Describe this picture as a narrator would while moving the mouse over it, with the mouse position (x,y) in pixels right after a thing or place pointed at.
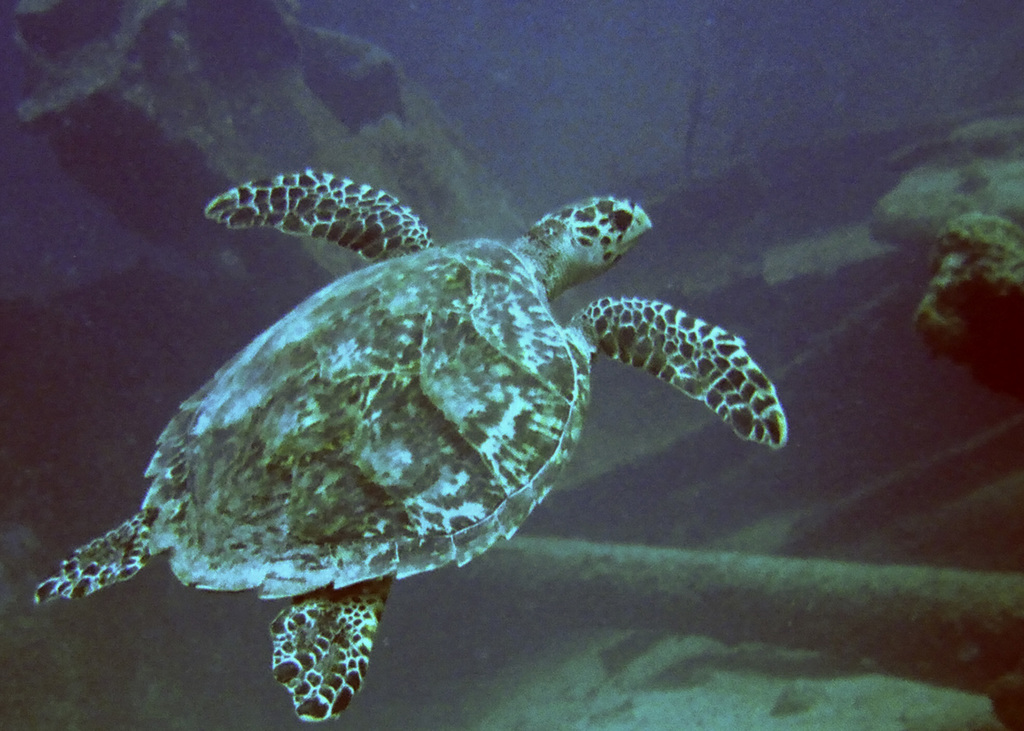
In the center of the image (506,361) we can see one tortoise (448,317) in the water (488,226). In the background (483,225), we can see stones (775,247) and a few other objects (959,448).
